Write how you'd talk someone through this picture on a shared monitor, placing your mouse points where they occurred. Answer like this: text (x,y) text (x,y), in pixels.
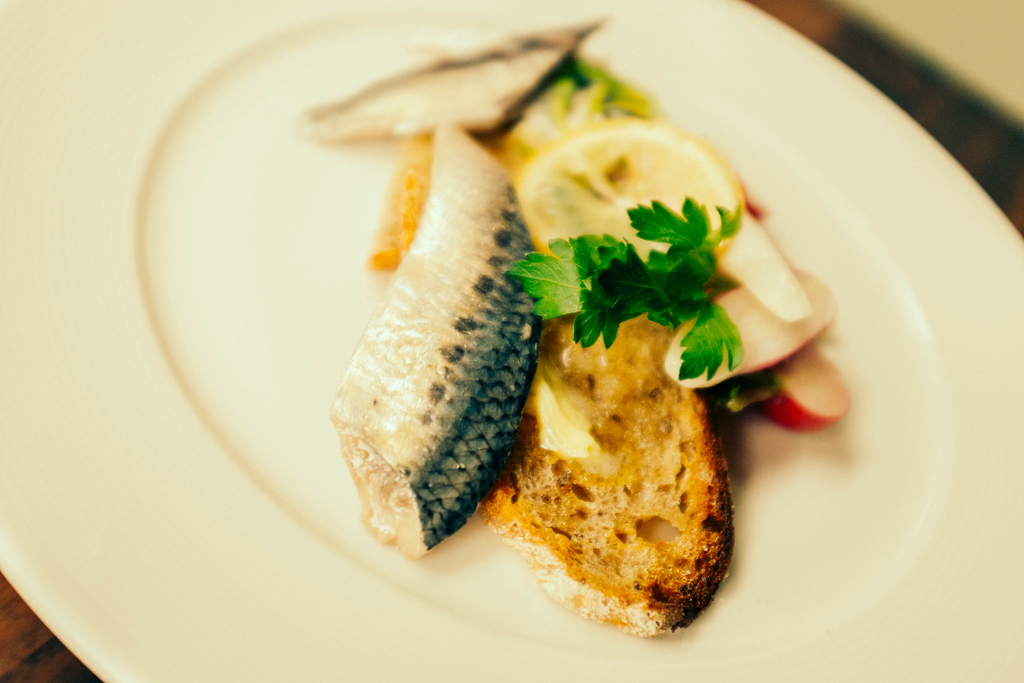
In this picture there is a meat (451,117), bread slice (584,428), lemon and leafy vegetable (558,114) on the white plate (234,489). At the bottom (31,668) there is a wooden floor (20,654).
